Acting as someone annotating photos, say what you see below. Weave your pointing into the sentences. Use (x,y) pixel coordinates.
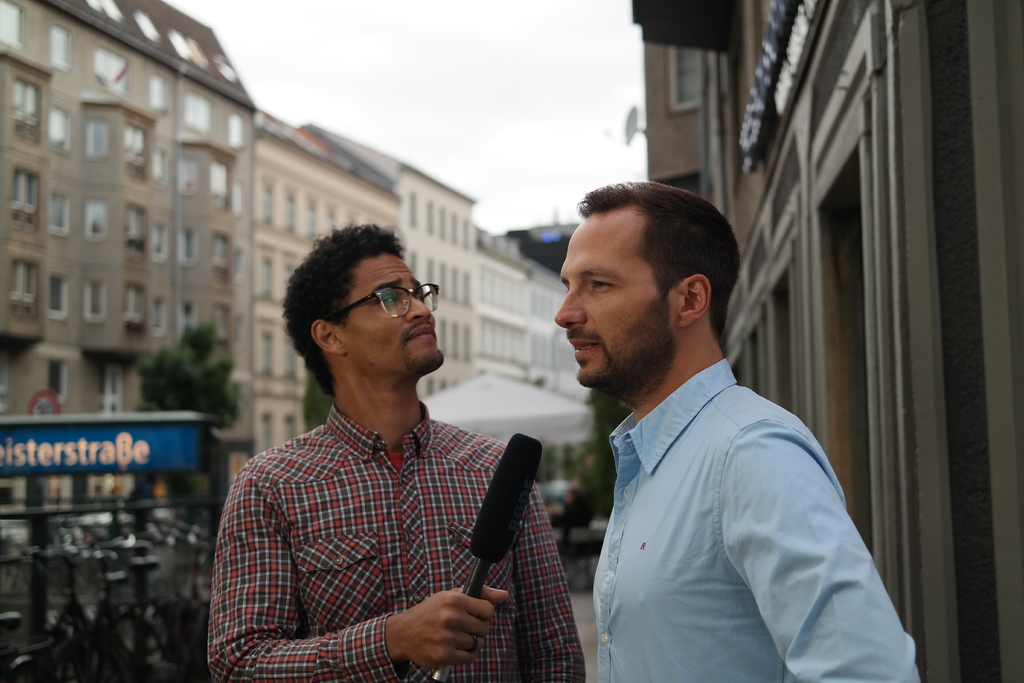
Two persons (476,509) are there. One person (405,498) wearing a check shirt (397,506) wearing a goggles (394,296) and holding a mic (519,522). Another person (679,534) wearing a blue shirt (716,506) and talking. In the background (223,261) there is a building (549,243).
